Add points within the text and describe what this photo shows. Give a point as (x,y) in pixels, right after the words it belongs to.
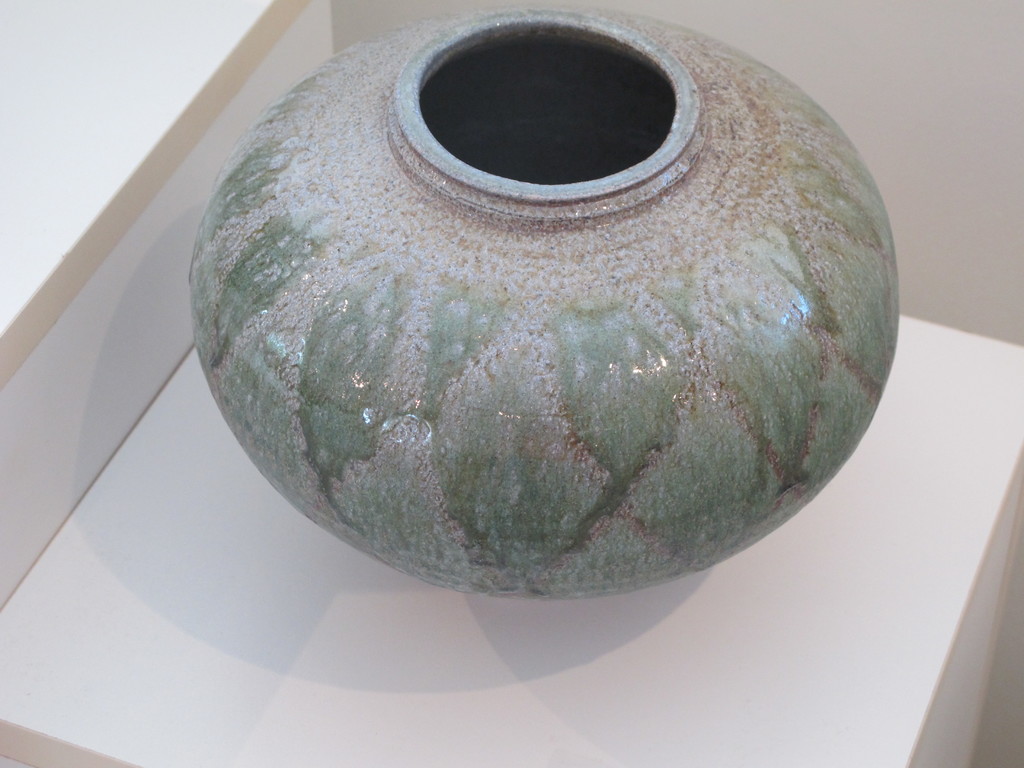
In this picture I can observe a porcelain pot (545,317) placed on the white color desk (380,636). In the background (965,180) there is a wall (946,124).
